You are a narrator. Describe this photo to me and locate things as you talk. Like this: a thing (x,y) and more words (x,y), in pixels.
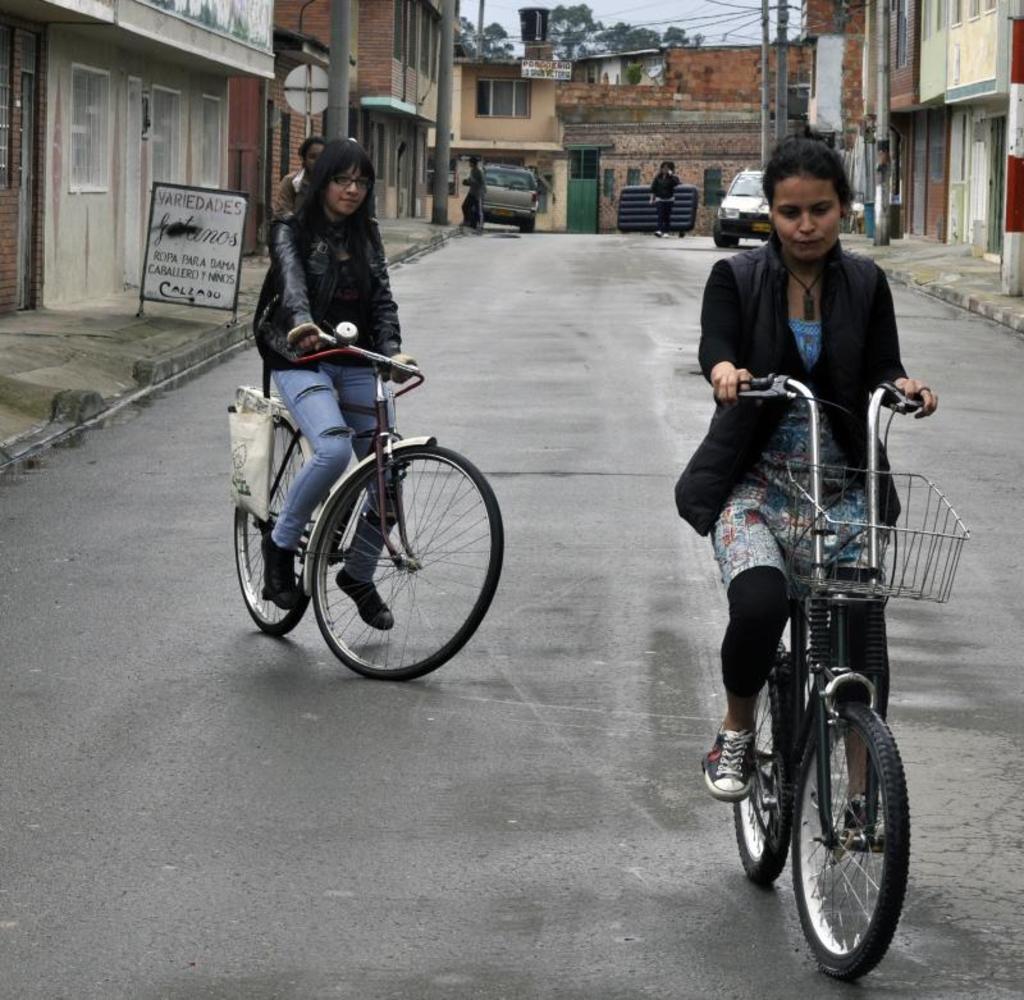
These 2 women (789,446) are riding a bicycle (278,475) on road (571,594). These are buildings (429,169) with windows (489,110). Far there are vehicles (735,214) on road (521,292). This woman (664,219) is holding a bed (673,210). This is a information board (209,240). Far there are trees (562,34).
